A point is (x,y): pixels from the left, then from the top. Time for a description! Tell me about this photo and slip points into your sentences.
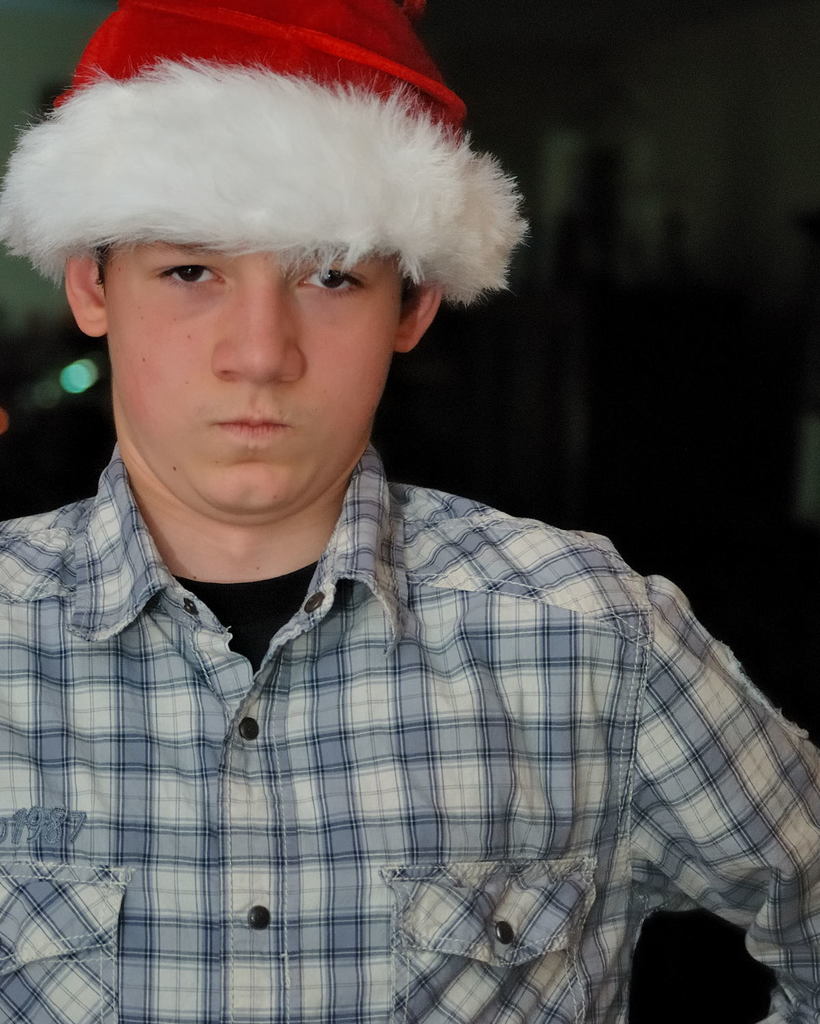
In the image we can see a boy (224,722) wearing clothes (385,603) and Santa cap (327,153) and the background (551,433) is dark.
